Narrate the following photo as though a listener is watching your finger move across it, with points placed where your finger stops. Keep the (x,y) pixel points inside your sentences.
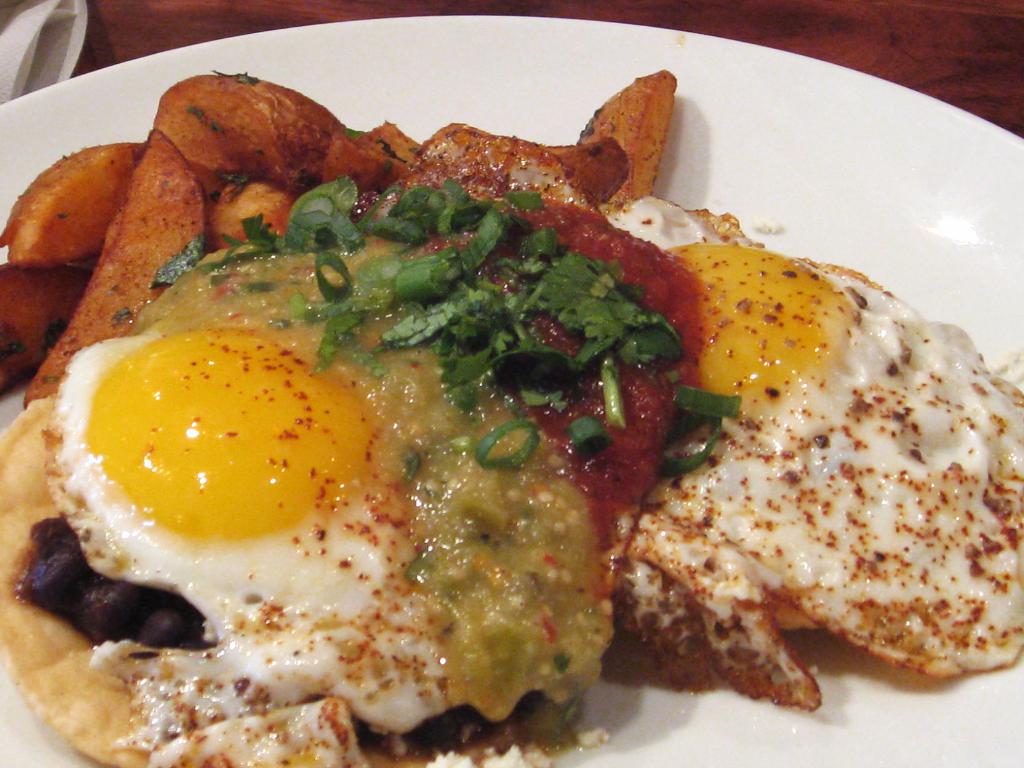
In this image at the bottom (484,521) there is one plate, and in that plate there are some food items (390,363).
